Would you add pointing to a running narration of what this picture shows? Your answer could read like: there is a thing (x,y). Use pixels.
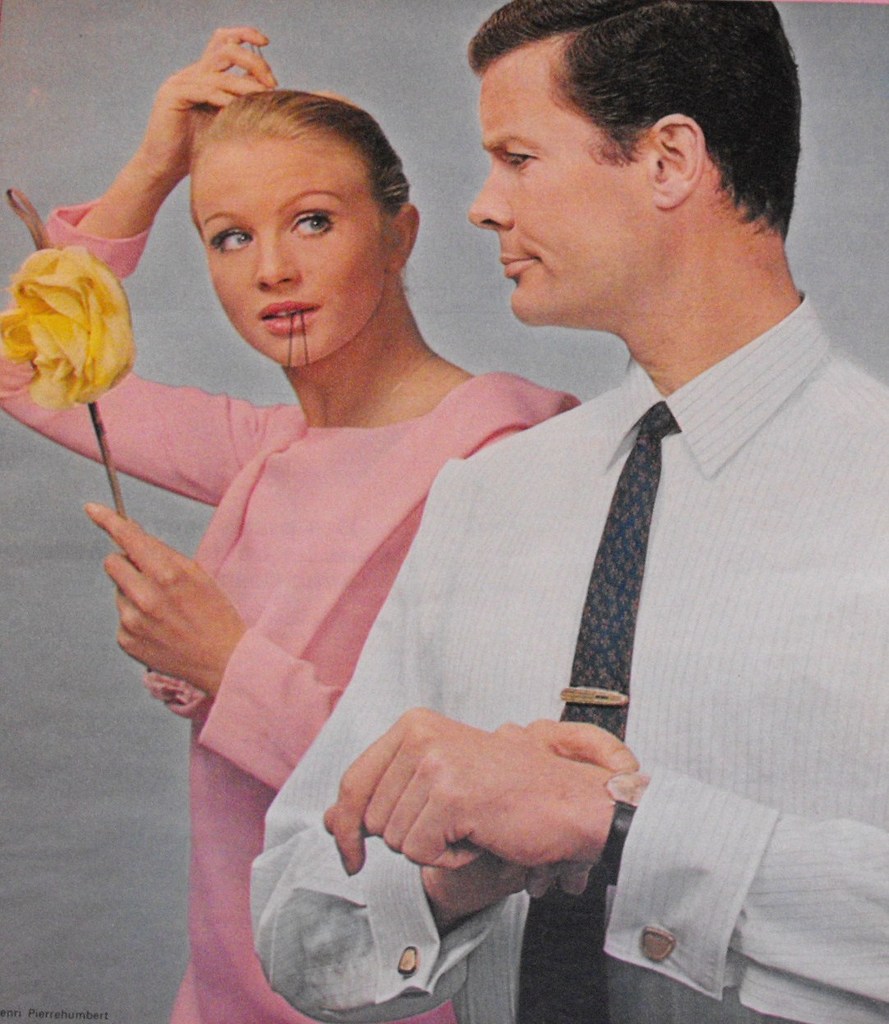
In the picture we can see a man (754,671) and woman (193,986) standing and man (501,639) is wearing a shirt (789,376) with tie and keeping his hand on his wrist watch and woman (191,702) is wearing a pink dress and holding a stick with some flower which is yellow in color and one more hand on her head (346,331).
